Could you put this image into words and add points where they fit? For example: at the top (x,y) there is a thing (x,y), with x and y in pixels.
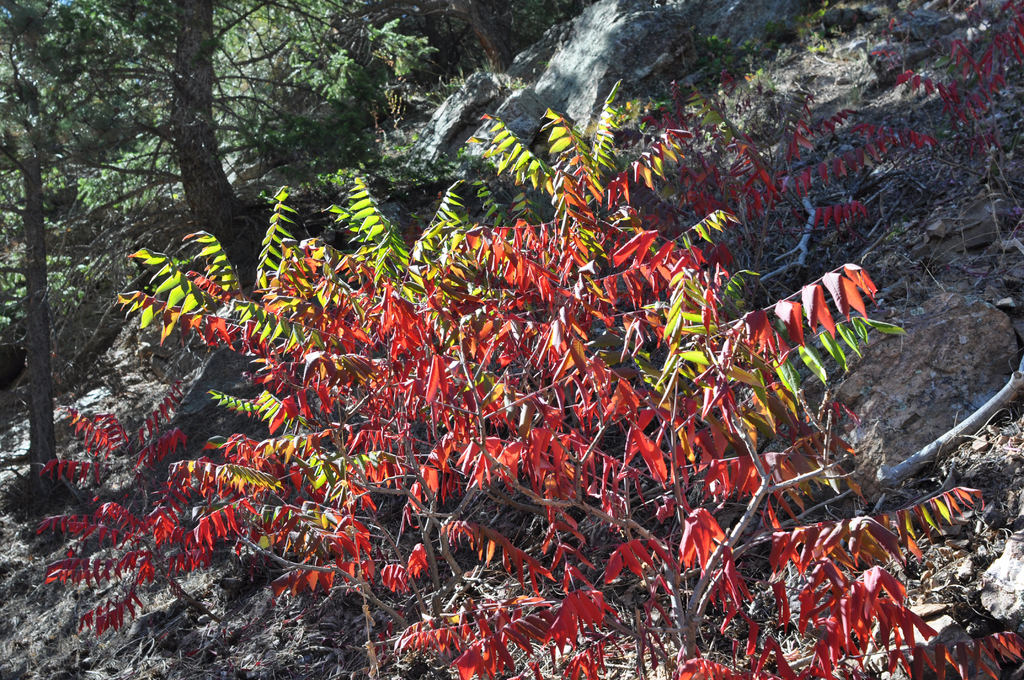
In this picture we can see few trees (305,112) and rocks (597,83).
